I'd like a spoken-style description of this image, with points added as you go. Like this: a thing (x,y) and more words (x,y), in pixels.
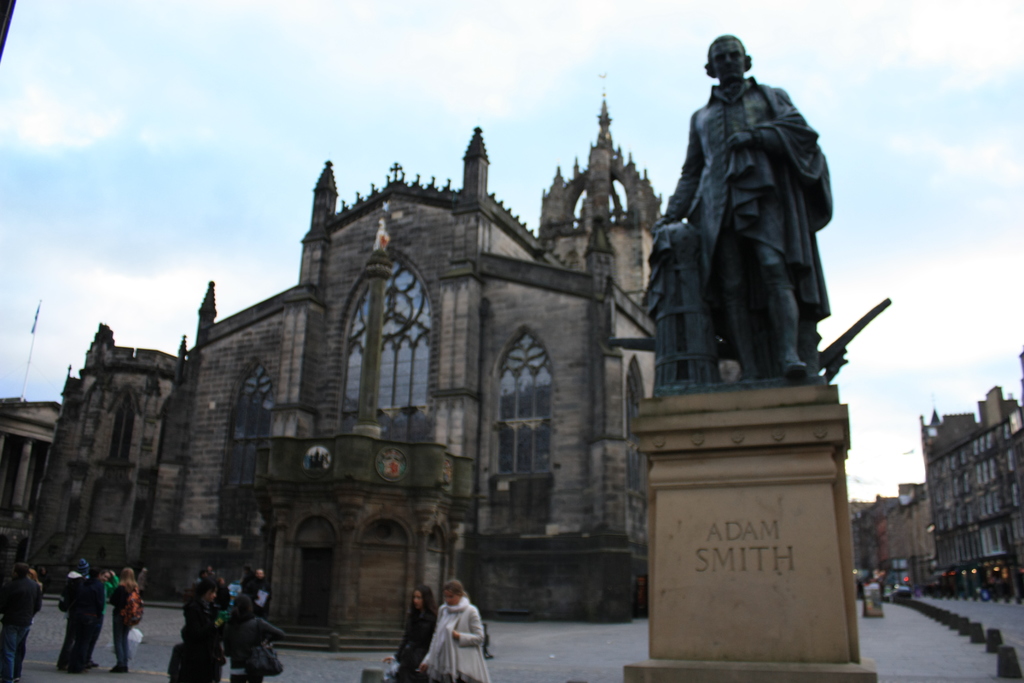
In the foreground of this image (723,432), on the right (718,389), there is a sculpture (761,325). On the bottom (474,675), there are persons (481,673) walking and standing on the pavement (565,654). In the background (446,474), there are buildings (930,501), few flags (33,328), sky (160,188) and the cloud (425,57). On the right (1011,668), we can see bollards (984,639) on the bottom (1002,656).
